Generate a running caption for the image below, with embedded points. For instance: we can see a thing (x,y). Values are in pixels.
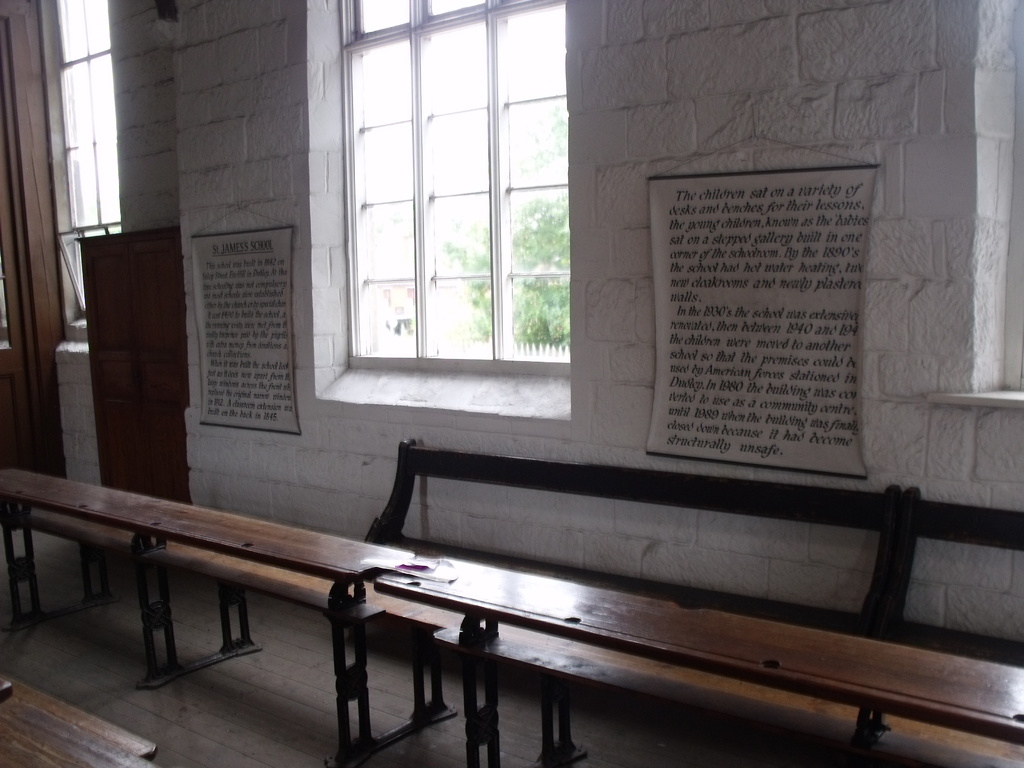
In this image I can see benches (343,709), tables (347,599) on the floor (181,660). In the background (1005,563) I can see a wall (964,137), windows (466,312), boards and trees (558,322). This image is taken may be in a hall (454,544).
